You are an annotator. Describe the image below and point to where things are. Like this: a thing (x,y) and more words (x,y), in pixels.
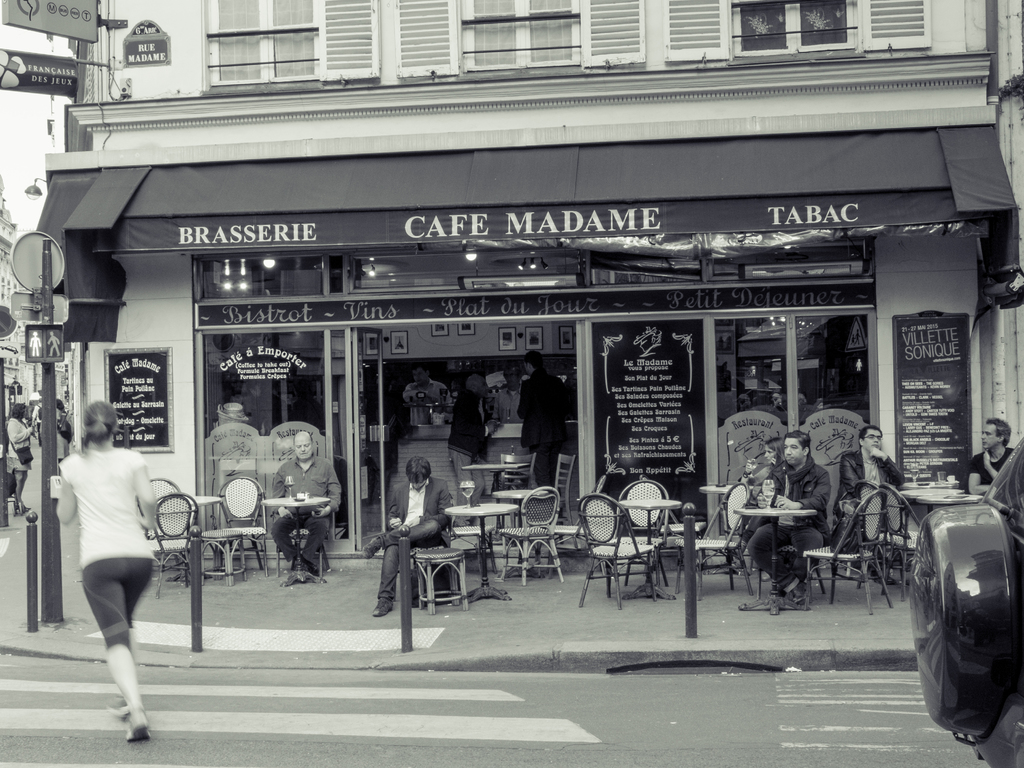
In this image I can see few people (310,492) sitting on the chairs (609,547) and I can see glasses (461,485) and some objects (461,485) on the tables (296,501). I can see buildings (702,105), glass windows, stores (673,148), signboards (918,420), light-pole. The image is in black and white.
